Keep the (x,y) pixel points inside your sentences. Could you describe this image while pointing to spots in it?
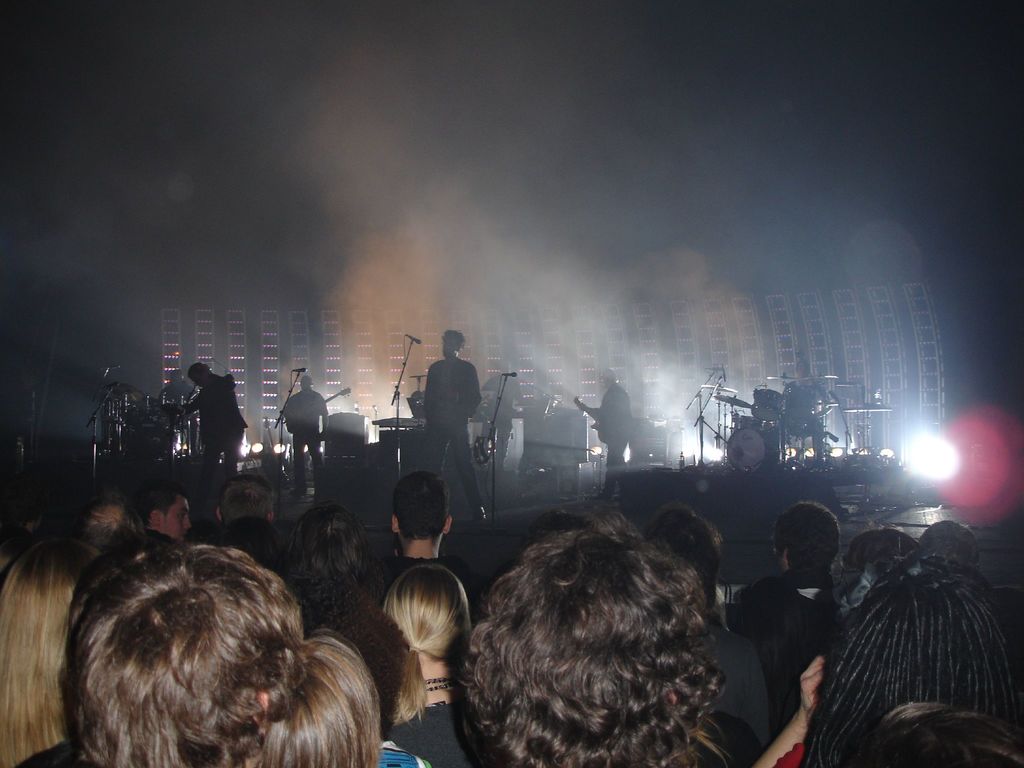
In this picture there are group of people (460,471) standing on the stage (560,459) and there are two persons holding the guitars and there are two persons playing drums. There are devices (582,427) and microphones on the stage (547,499) and there are lights (933,474) on the stage (596,418). In the foreground (609,551) there are group of people (556,639).
